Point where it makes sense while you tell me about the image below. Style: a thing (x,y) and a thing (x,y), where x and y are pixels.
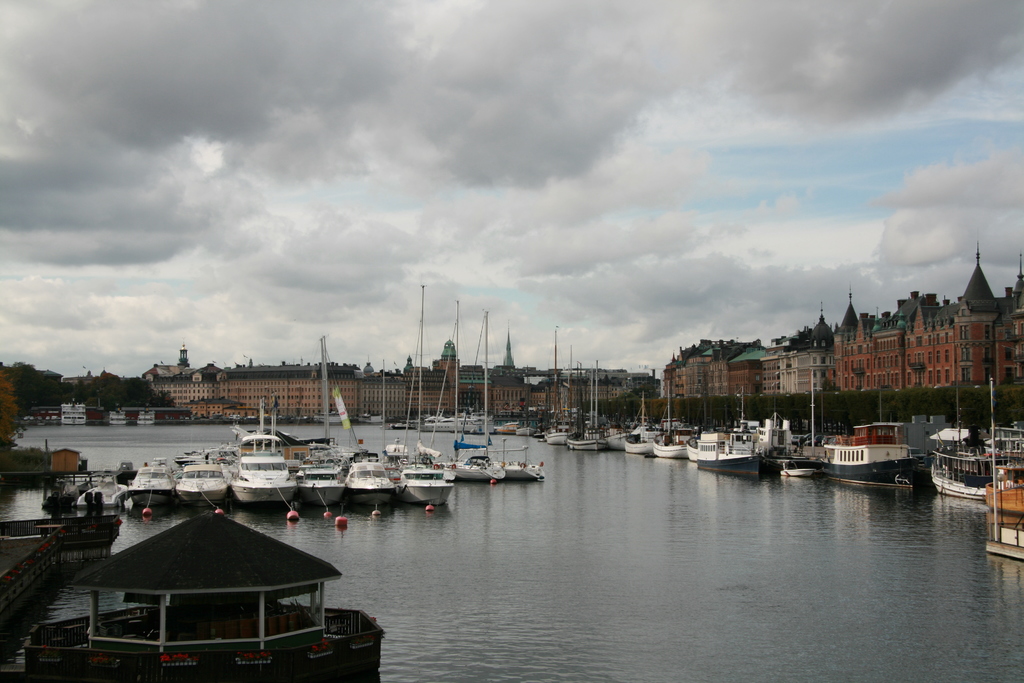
There are ships (384,471) present on the surface of water (416,430) as we can see at the bottom of this image (563,457). We can see trees (93,396) and buildings (295,384) in the middle of this image (346,391) and the cloudy sky (657,133) is in the background (461,252).
